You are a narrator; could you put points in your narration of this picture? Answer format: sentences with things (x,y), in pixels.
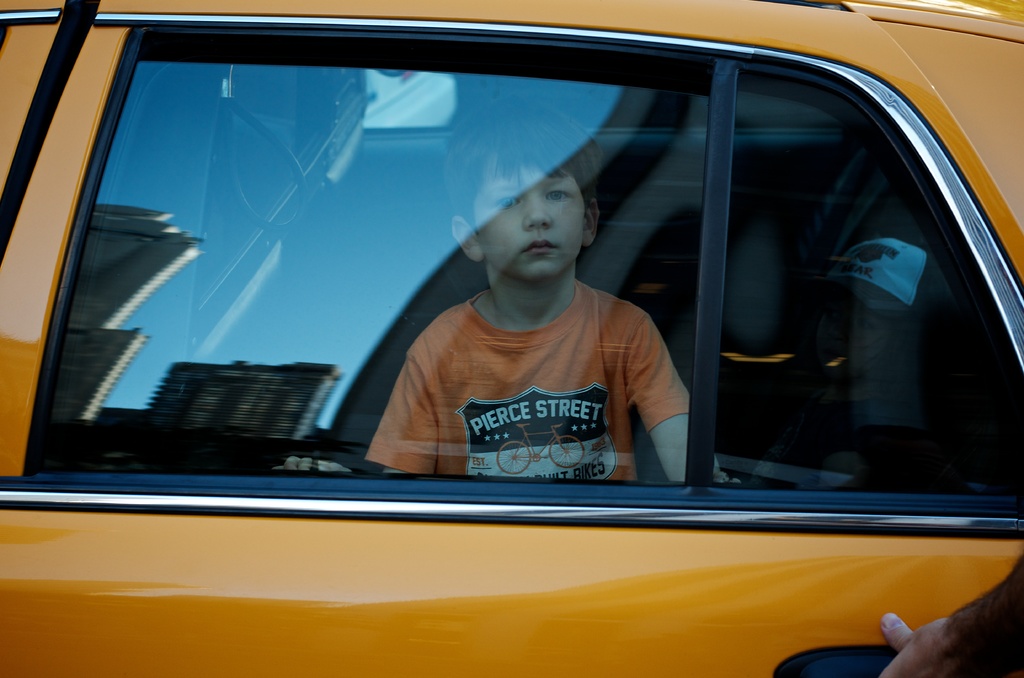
In this picture we can see a boy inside the vehicle (738,570). On the glass (372,298) we can see the reflection (276,424) of buildings (216,384).
